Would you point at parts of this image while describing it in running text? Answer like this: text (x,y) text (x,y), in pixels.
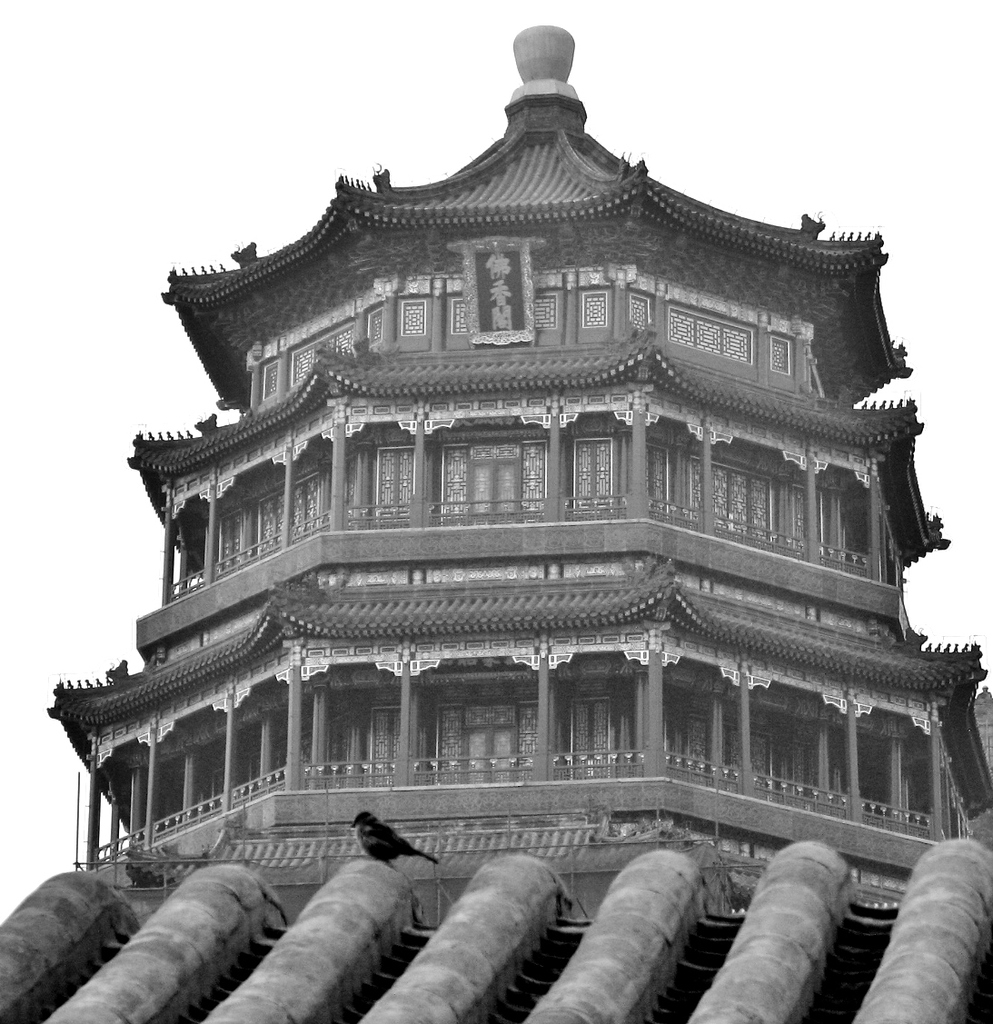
This is a black and white image. In this image we can see a building (282,558). There are pillars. In the background of the image (120,299) there is sky (492,93).
